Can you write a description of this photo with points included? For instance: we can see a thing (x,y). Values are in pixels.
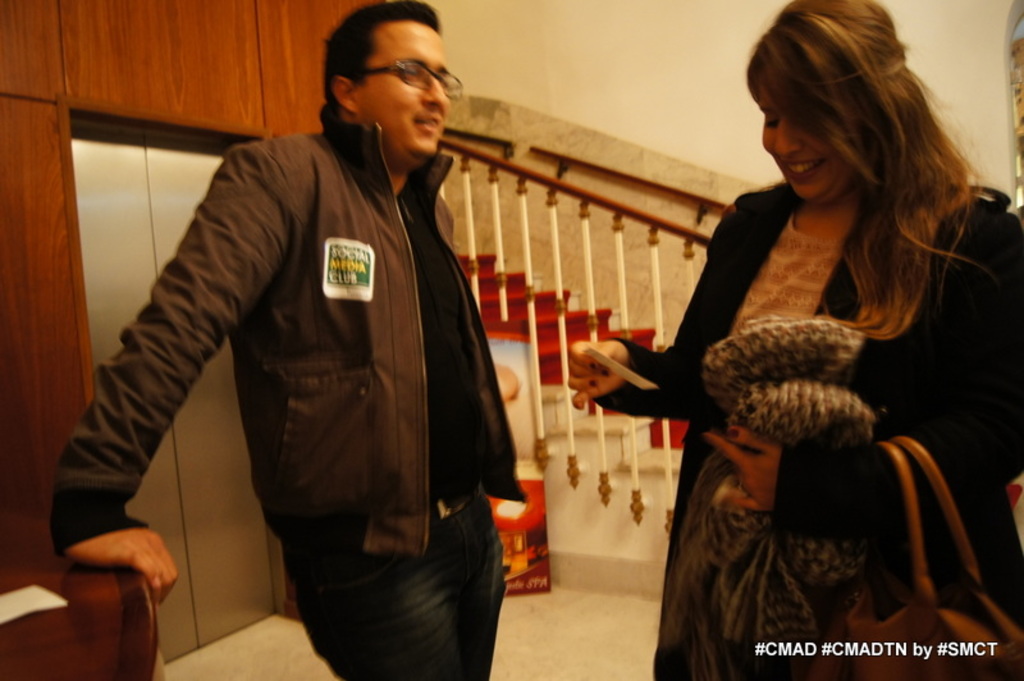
In this image I can see a woman (874,291) and a man (353,323) are standing and I can see a woman (599,385) is holding a bag (926,617) and a paper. In the background (552,343) I can see few stairs (539,330), the railing (499,281), the wall (599,283) and the ash colored door (133,230).
